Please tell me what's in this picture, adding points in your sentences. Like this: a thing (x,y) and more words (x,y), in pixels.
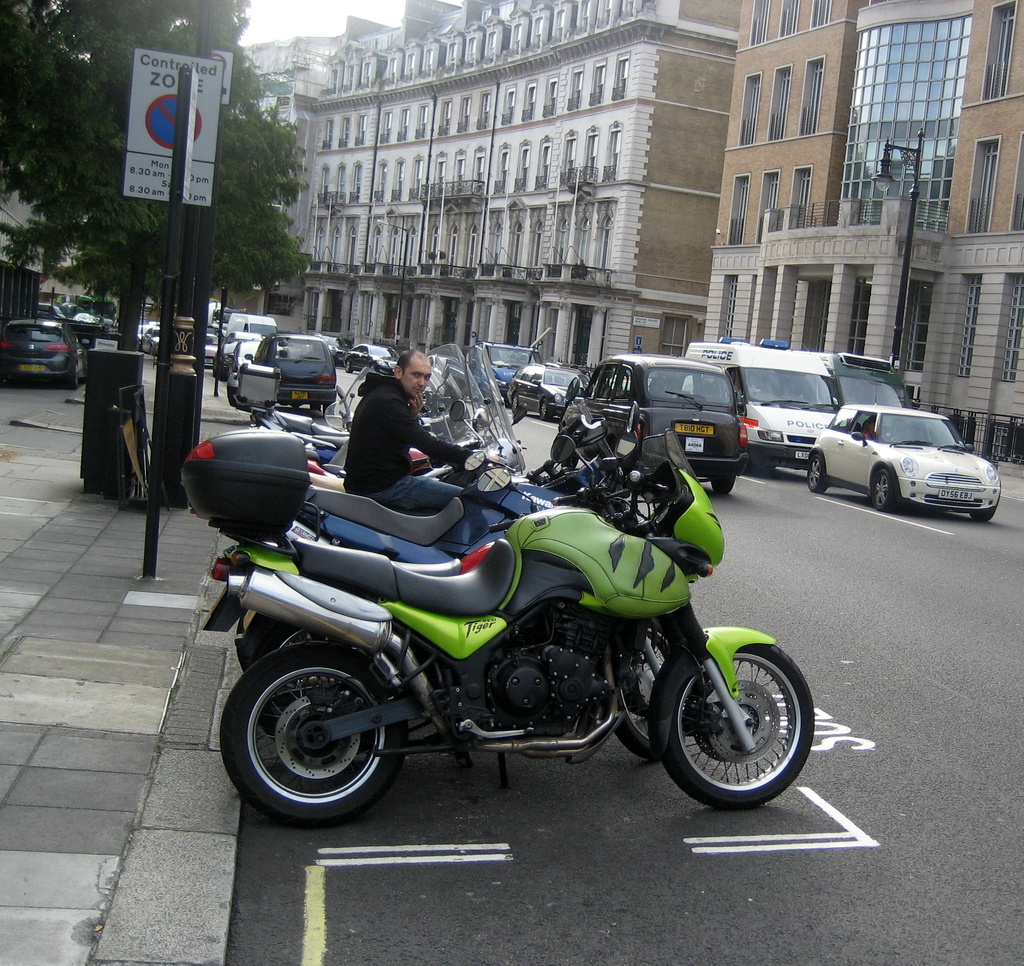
In this image we can see a group of vehicles (609,704) on the road (814,755). In that a man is sitting on a motorbike (339,493) which is parked aside. On the left side (163,92) we can see a car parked aside, a sign board (154,107) to a pole (192,341) and some trees (137,302) on the footpath (146,712). On the right side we can see some buildings (611,328) with windows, street poles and the sky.
